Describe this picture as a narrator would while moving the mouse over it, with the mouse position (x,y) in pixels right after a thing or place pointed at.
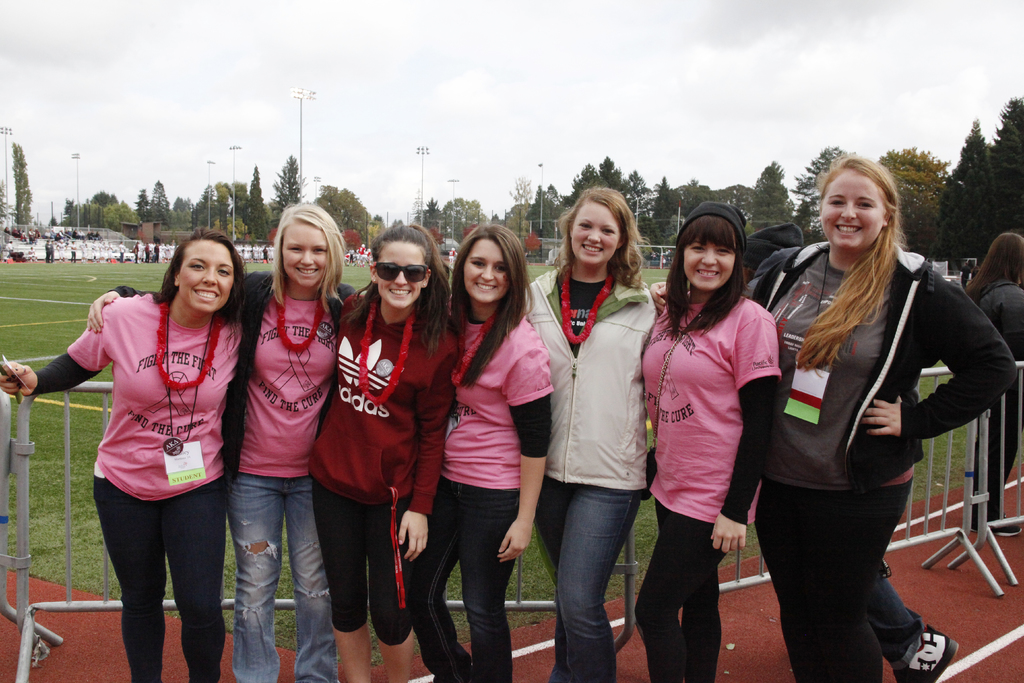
There is a group of persons (443,489) standing at the bottom of this image (618,591) and there is a fencing (69,409) and a ground (61,296) in the background (114,279). We can see there are some trees (364,210) and poles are present in the middle of this image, and there is a sky (486,99) at the top of this image (530,114).
